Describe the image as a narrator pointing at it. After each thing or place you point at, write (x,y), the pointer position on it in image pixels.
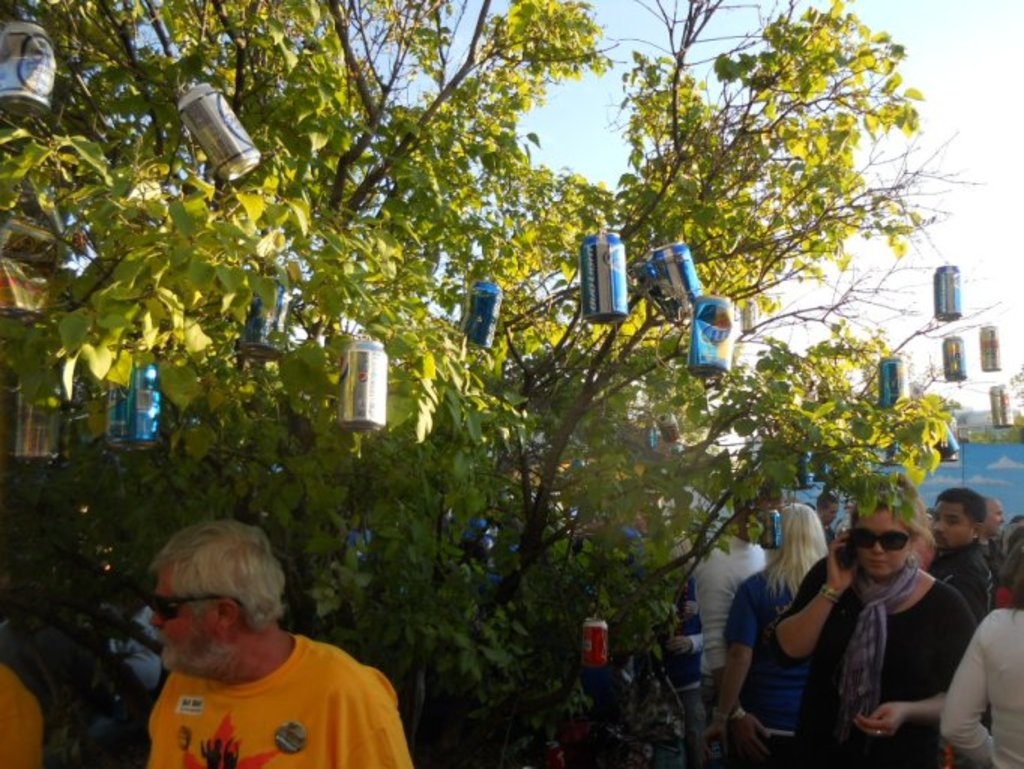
In this image I can see few coke tins (259,306) which are hanging to the stems (637,279) of a tree (370,229). At the bottom (392,692), I can see a crowd of people (774,656). At the top of the image (952,36) I can see the sky (936,42).
